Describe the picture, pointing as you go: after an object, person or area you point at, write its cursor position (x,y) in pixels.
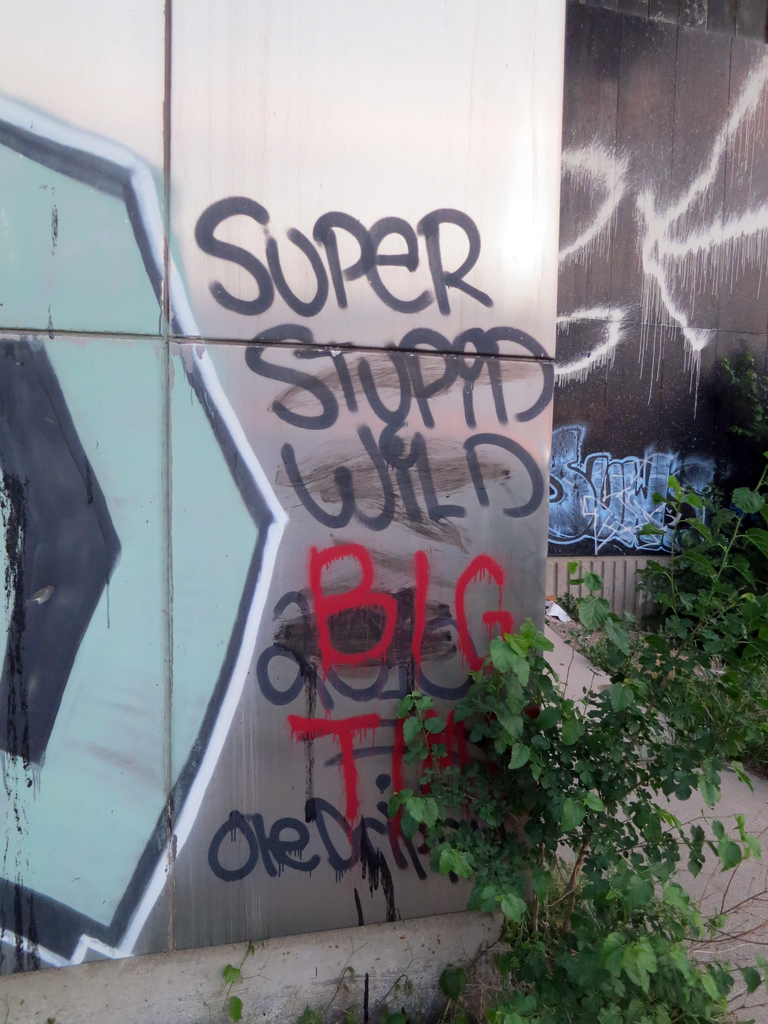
In this image, we can see few plants (558,936) and walls (361,323) with some painting (196,679) and text (371,395).
